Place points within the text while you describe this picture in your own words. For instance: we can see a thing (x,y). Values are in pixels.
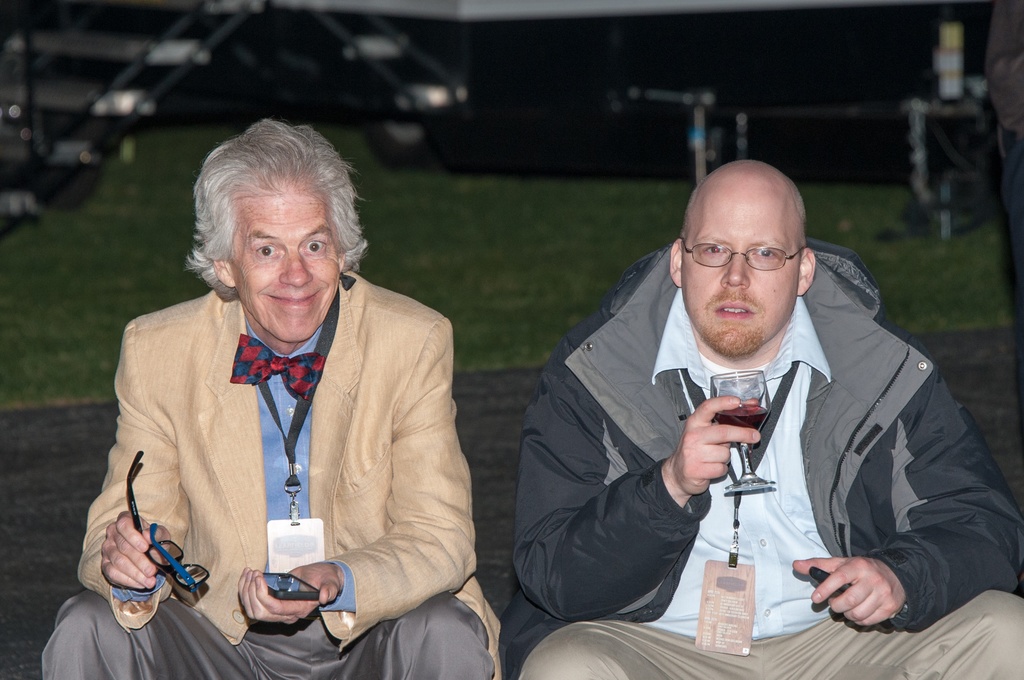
In this picture there are two men (790,323) one wearing black jacket (546,508) and holding the glass (715,384) and the other one is holding the spectacles (181,554) and phone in his hand (133,542) and we can see some grass (499,260).
